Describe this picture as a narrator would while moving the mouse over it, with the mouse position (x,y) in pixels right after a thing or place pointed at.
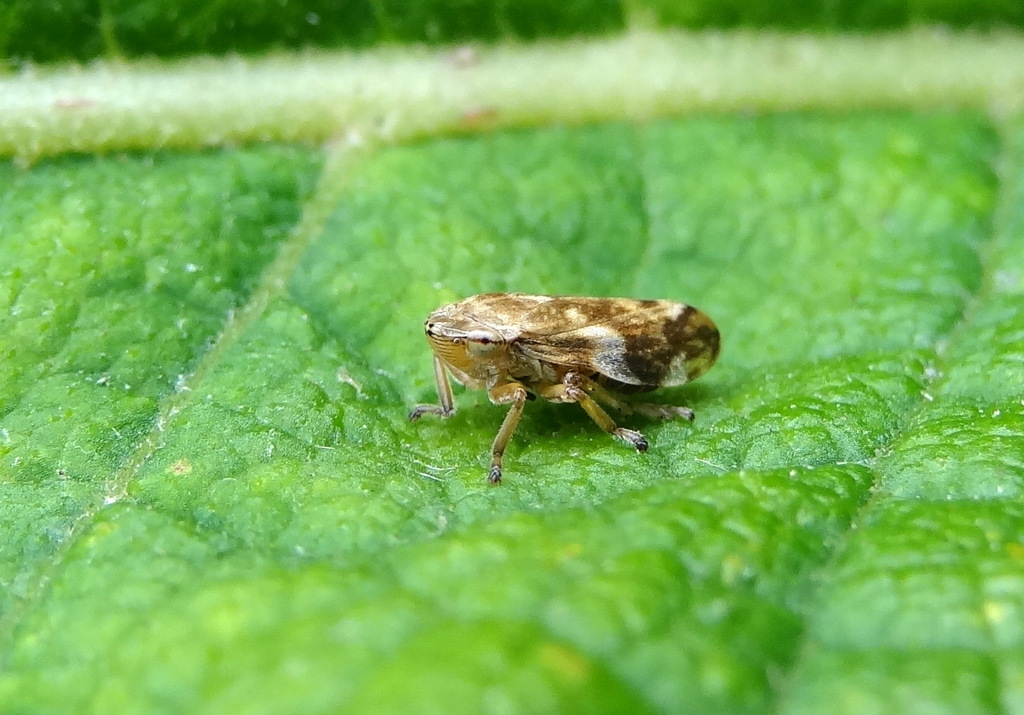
In the center of a picture we can see an insect (519,331) on a green colored object (217,296).
